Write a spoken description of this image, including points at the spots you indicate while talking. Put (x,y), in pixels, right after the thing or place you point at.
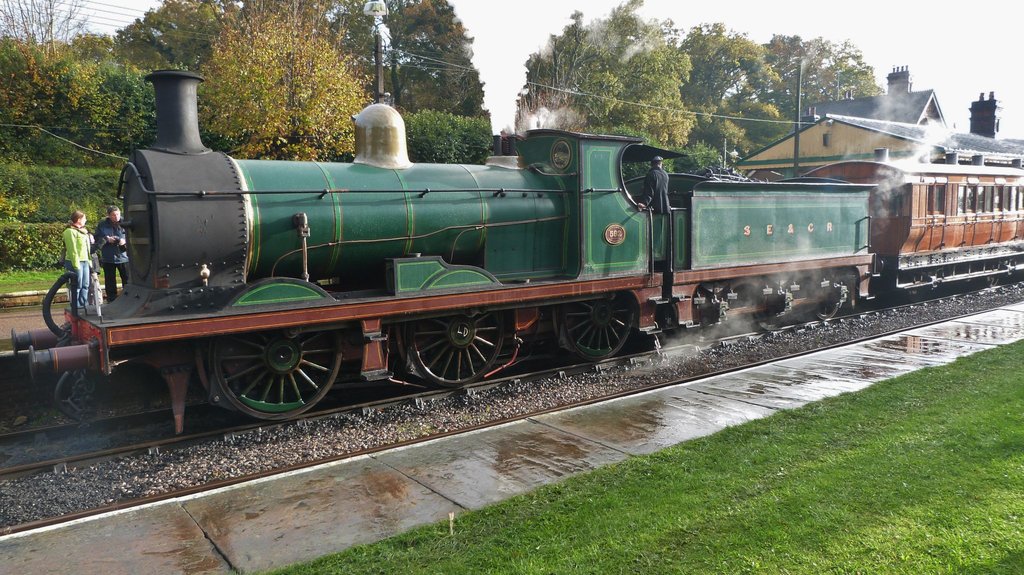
In this picture we can observe a green color train engine (656,274) and brown color bogies (912,238) on the railway track (69,447). On the left side (109,271) we can observe two persons (87,260) standing on the platform (18,318). There is a railway station (883,132) on the right side (909,137). We can observe some grass (565,564) on the ground (844,516). In the background (293,72) there are trees (648,85) and a sky (936,27).
